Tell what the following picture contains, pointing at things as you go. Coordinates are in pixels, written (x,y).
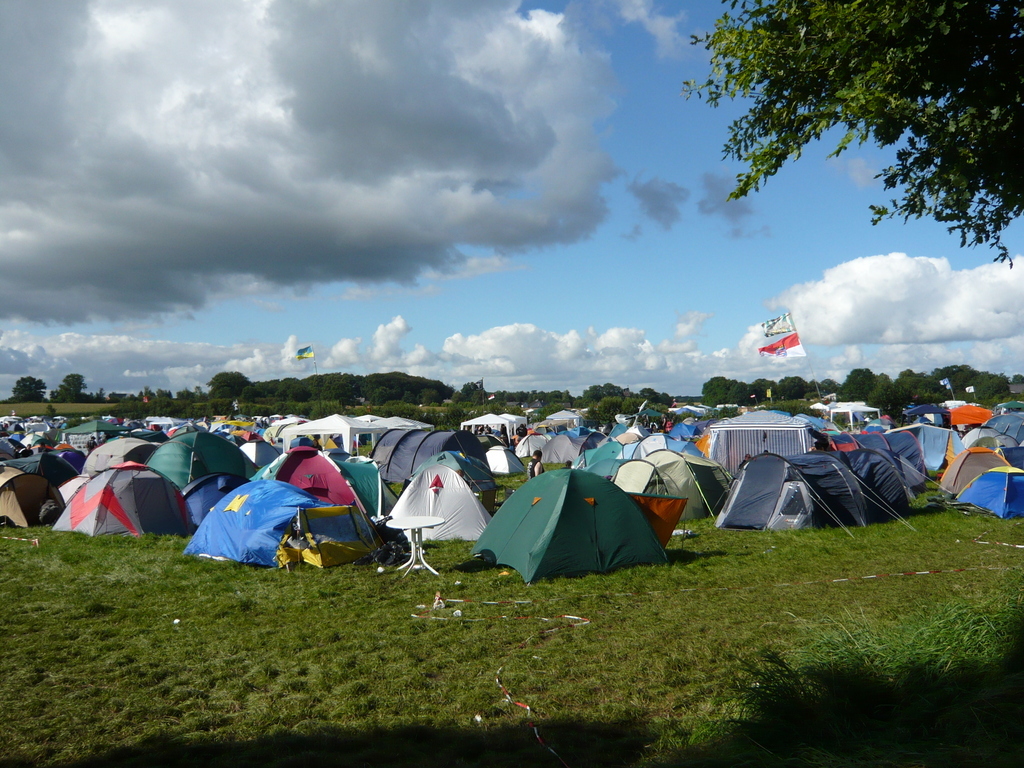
In the center of the image (526,439) we can see tents (490,422), flags (301,354), trees (400,396), table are there. At the bottom of the image (504,649) grass (494,662) is there. On the right side of the image (921,66) a trees (1003,170) is there. At the top of the image (604,143) clouds (467,381) are present in the sky (616,286).
